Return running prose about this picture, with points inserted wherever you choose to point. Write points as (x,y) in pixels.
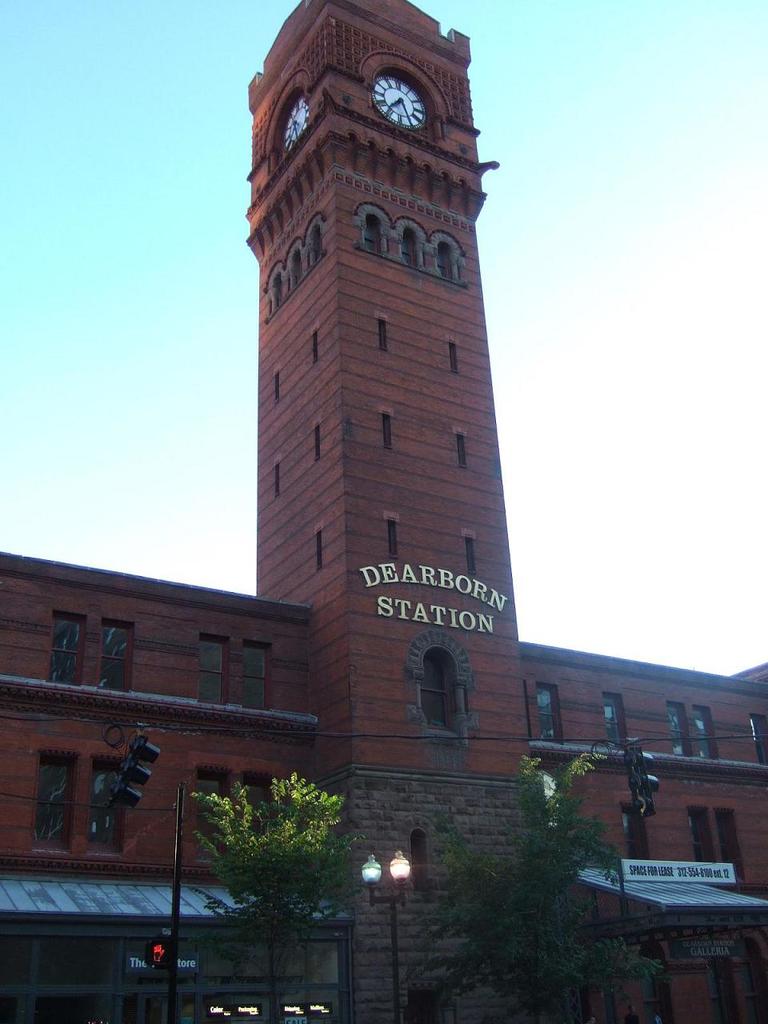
In this picture there is a building (713,942), there is a text (444,569) and there are clocks (390,85) on the wall (384,1018). In the foreground (333,898) there are trees (541,840) and poles (175,1012). At the top (70,175) there is sky (140,407).
